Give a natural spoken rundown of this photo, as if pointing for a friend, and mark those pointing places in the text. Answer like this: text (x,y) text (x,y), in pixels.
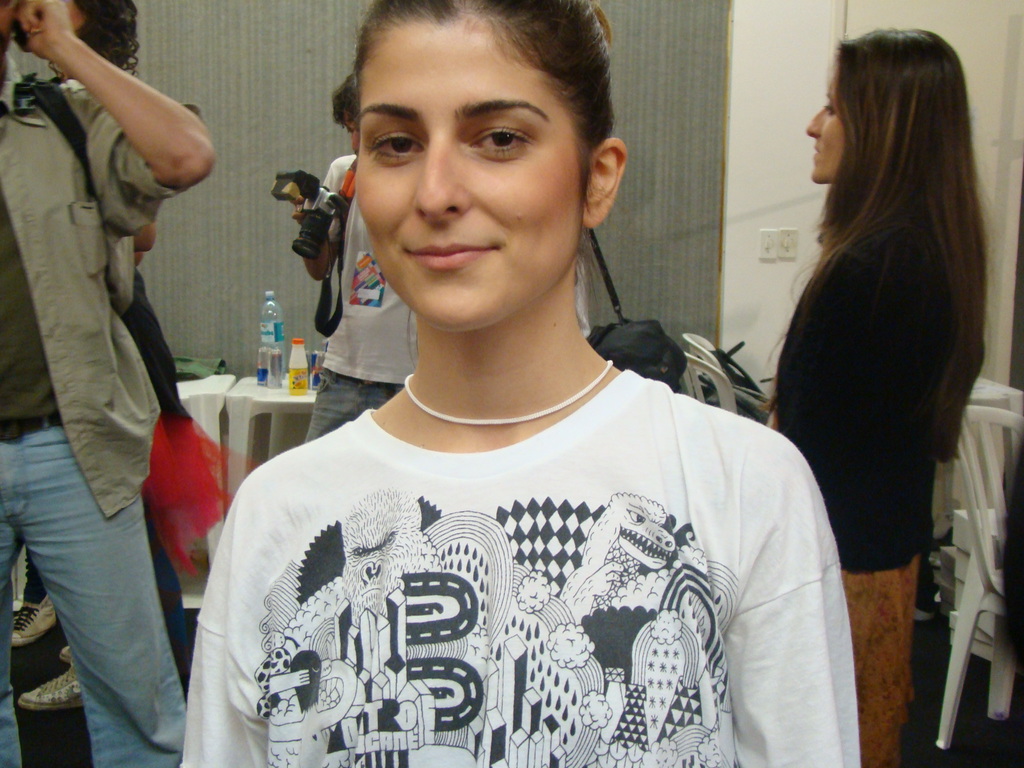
In this image we can see some people (452,398) standing. In that a man (350,415) is holding a camera (322,307). On the backside (275,412) we can see some chairs (976,521) and a table (243,425) containing a bottle (266,350), cans (259,370) and a cloth (200,377). On the backside (677,288) we can see a curtain (666,281) and a switch board (765,253) to a wall (730,223).
